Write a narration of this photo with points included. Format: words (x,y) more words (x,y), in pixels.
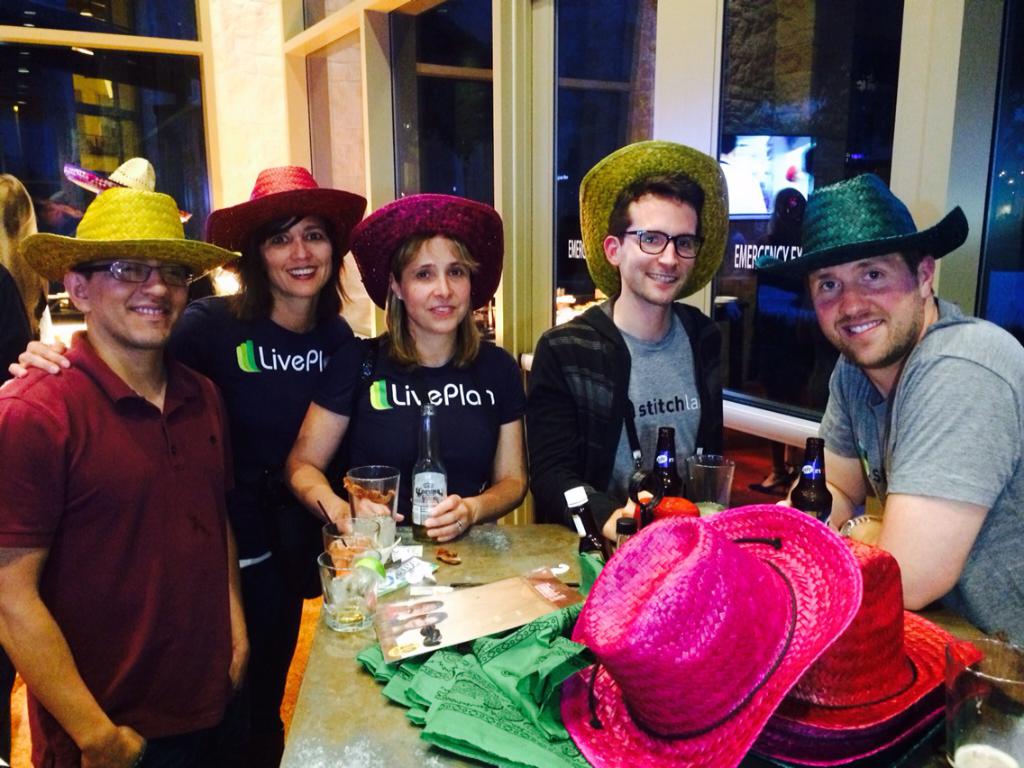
In this image we can see a few people (510,432) are standing, among them some are holding the bottles (594,549), we can see a table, on the table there are some objects (699,483), in the background (423,136) we can see the windows (427,119).
